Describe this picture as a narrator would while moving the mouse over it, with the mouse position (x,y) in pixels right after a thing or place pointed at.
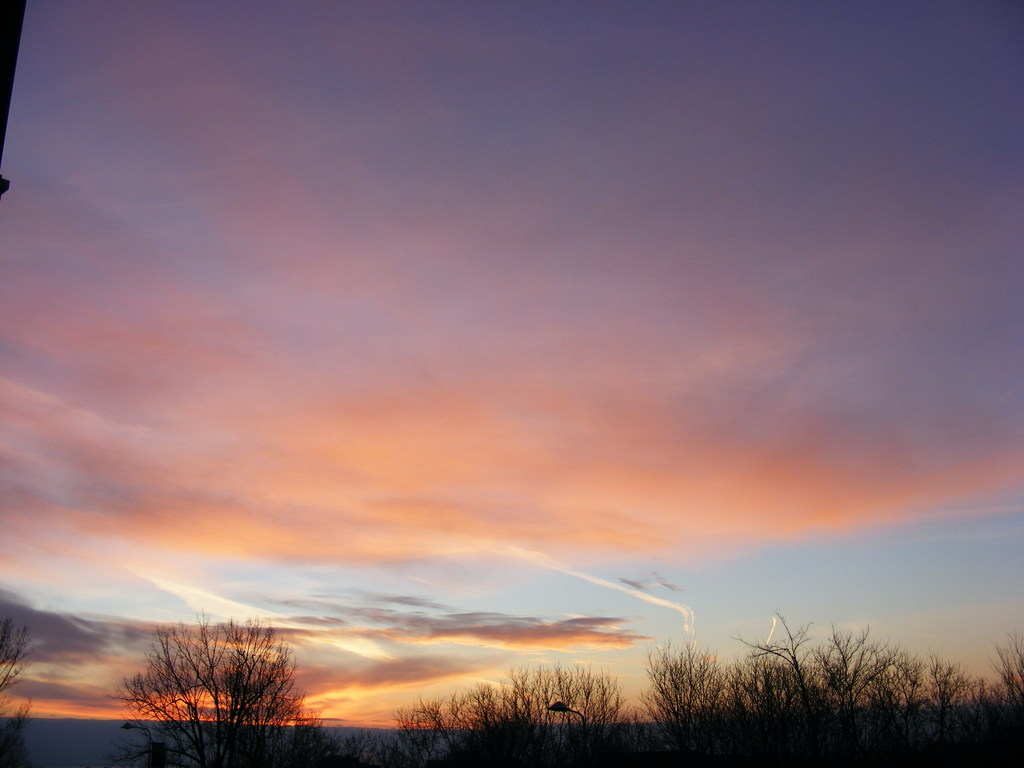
In this image we can see a few trees (599,737) and a light pole (579,714) and the sky (657,536) with clouds (442,408) at the top (682,221).
